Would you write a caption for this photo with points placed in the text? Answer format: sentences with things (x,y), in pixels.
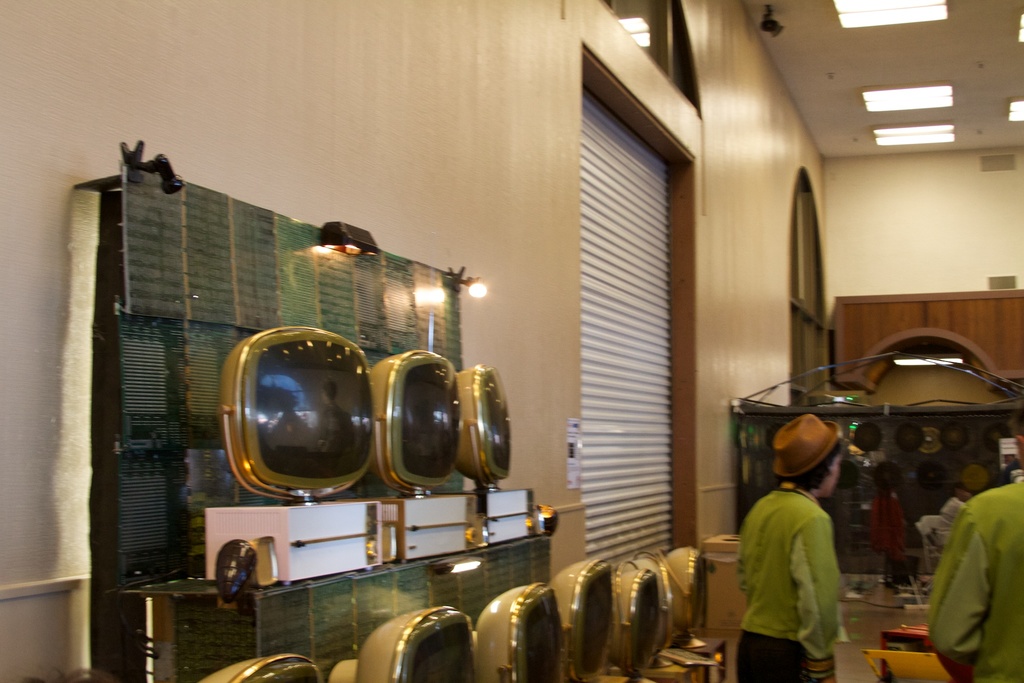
On the left side of the image (287,398) there are few objects (284,456) arranged in front of the wall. On the right side of the image (968,568) there are two persons (835,585) standing, in front of them there are few objects (875,438). In the background (876,260) there is a wall (872,248). At the top of the image (861,94) there is a ceiling (861,94).
